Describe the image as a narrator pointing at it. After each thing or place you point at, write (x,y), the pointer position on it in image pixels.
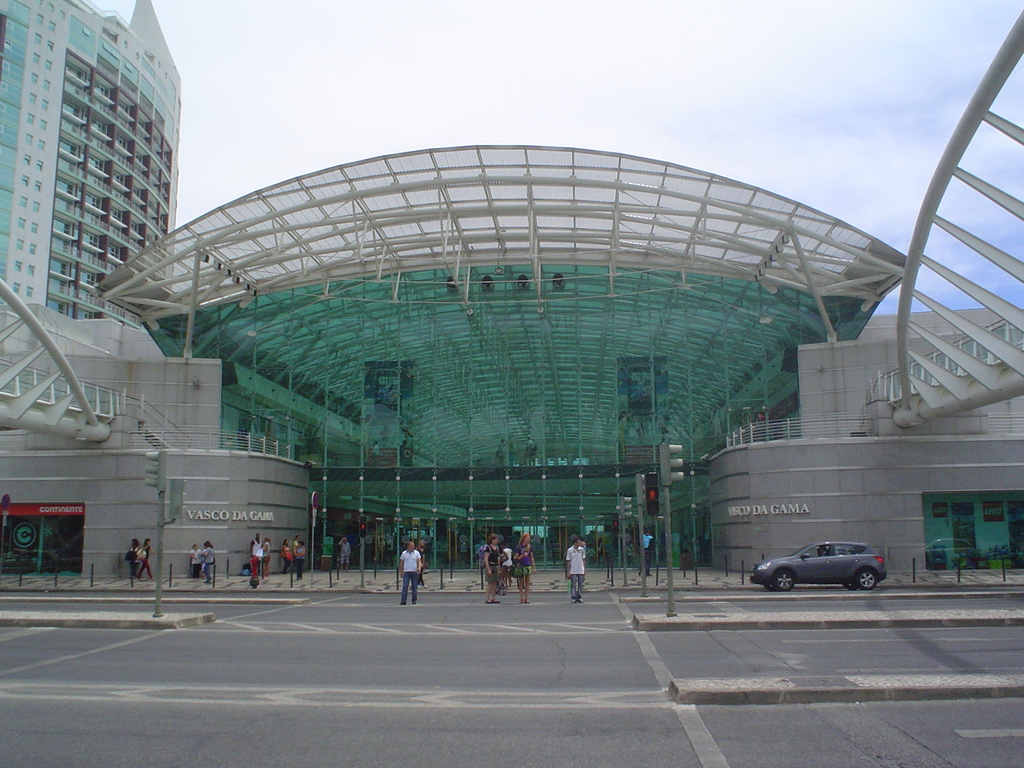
In this picture we can see traffic signals (653,490), car (852,551) and a group of people (406,560) on the road (443,663), some people (212,552) on the footpath (85,579), poles (159,555), buildings (595,354), railings (278,444), posters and some objects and in the background (548,86) we can see the sky (556,33).
